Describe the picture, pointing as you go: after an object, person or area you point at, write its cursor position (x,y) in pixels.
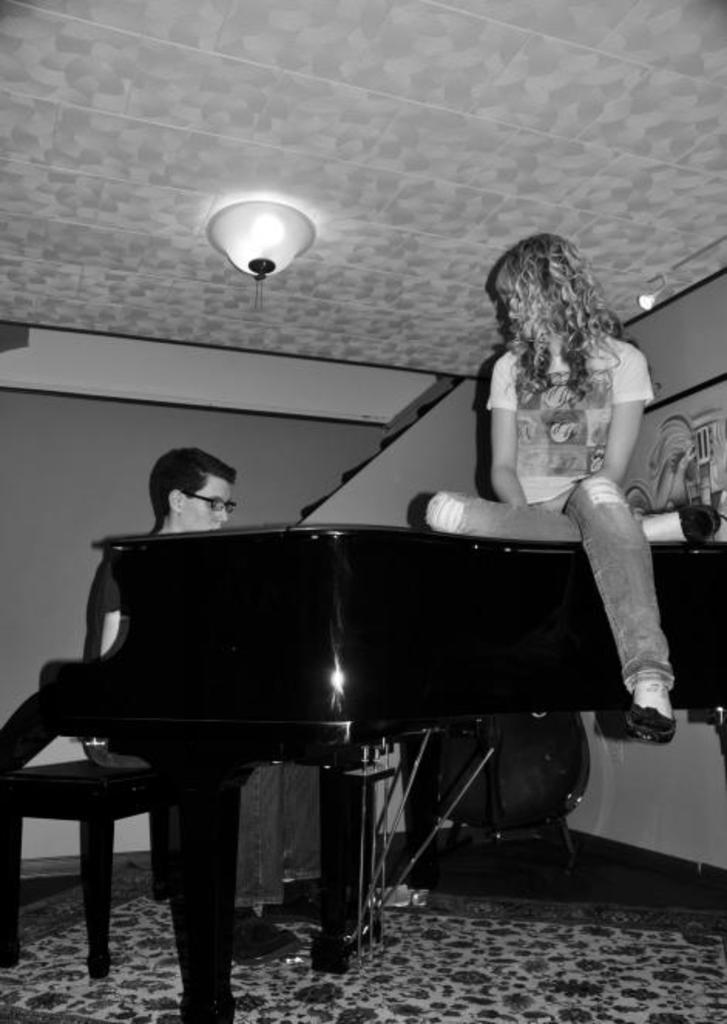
This picture describes a girl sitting in the piano (400,549) and a boy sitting in the chair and playing the piano (683,607) and at the back ground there is a stair case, a photo frame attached to the wall (167,416) a light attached to the ceiling (225,178) and a carpet (90,1004).
